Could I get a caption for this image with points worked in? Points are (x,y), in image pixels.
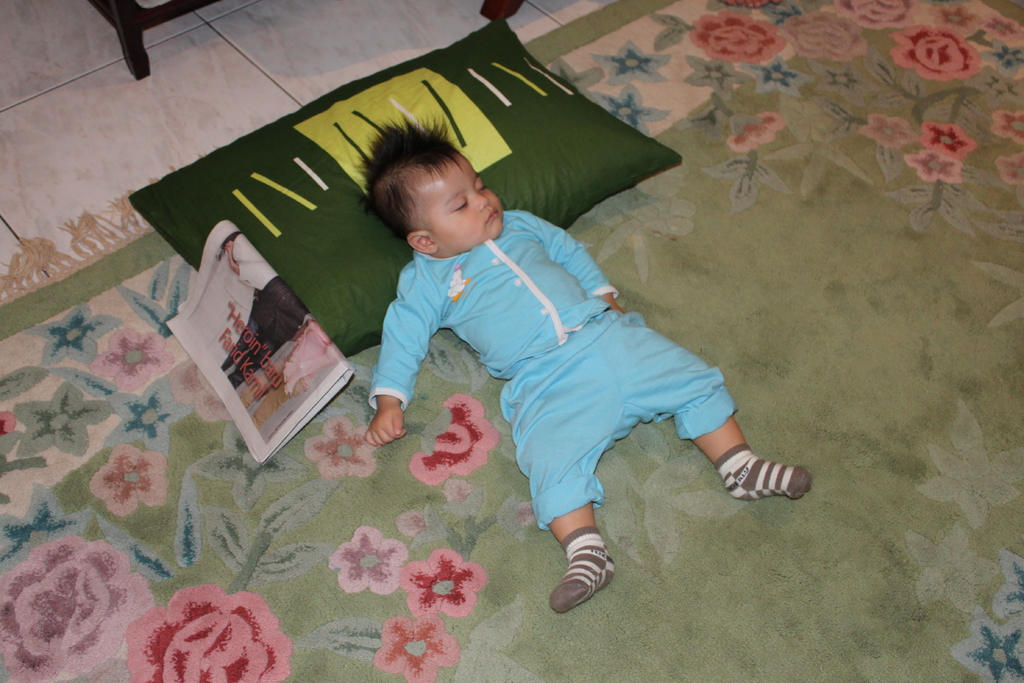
In this image we can see a boy (556,351) is sleeping on the carpet (312,555). There is a pillow (306,236) and newspaper (213,292) on the carpet (137,490). At the top of the image (203,90), we can see the floor (42,54) and a wooden object (509,7).
